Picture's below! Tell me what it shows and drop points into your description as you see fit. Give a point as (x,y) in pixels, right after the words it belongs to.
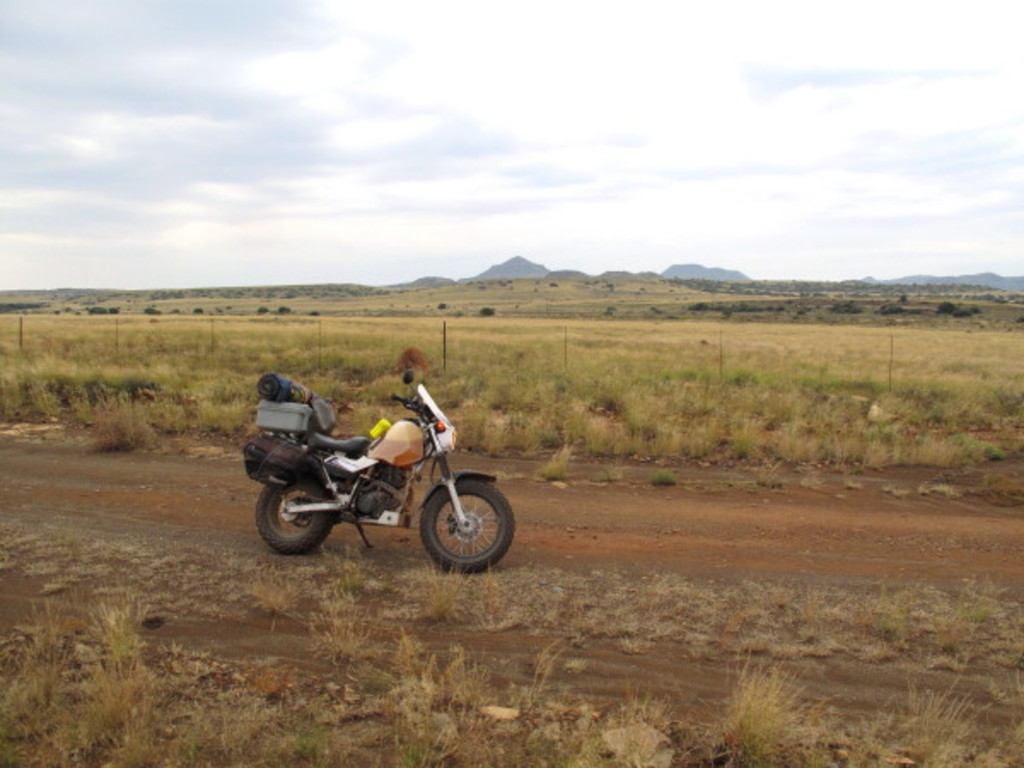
In this picture we can observe a bike (355,475) parked in this path (537,512). There is some dried grass (605,409) on the ground (683,418). In the background (531,272) there are hills (677,271) and a sky (362,188) with clouds (422,170).
